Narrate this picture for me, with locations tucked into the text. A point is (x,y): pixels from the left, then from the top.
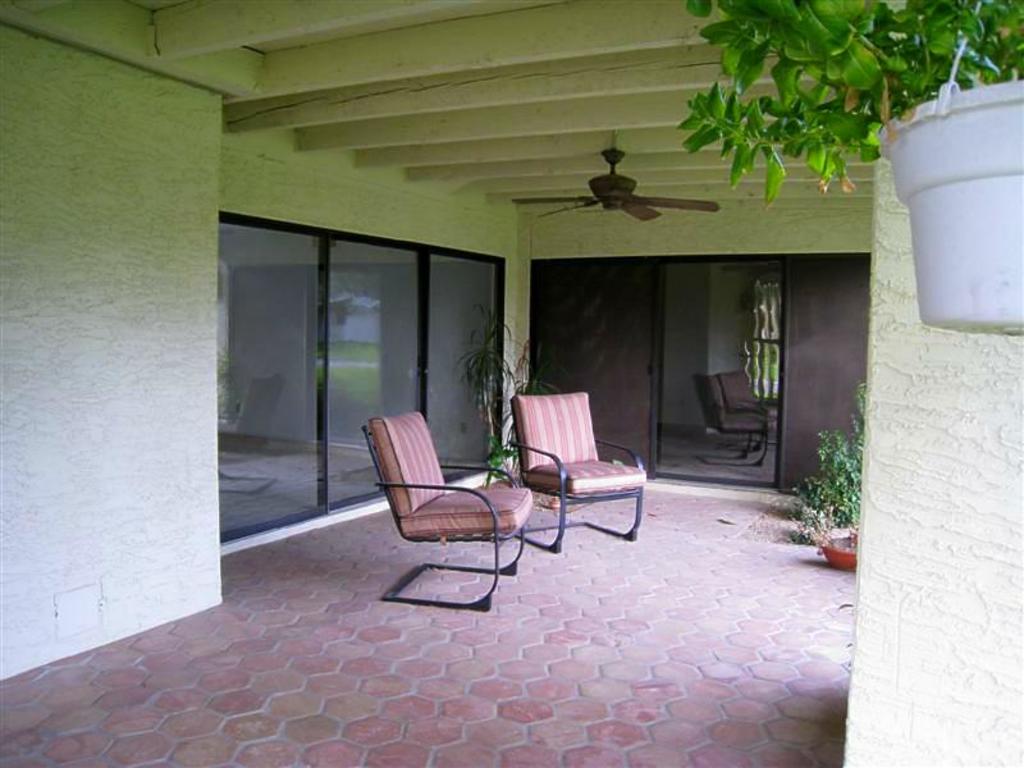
In the picture we can see a house (323,455) outside it, we can see a shed (567,189) under it we can see two chairs (637,480), and some plants (813,537) near it on the path (766,505) and to the ceiling (586,188) we can see a fan (555,200) and to the walls (199,225) we can see a glass window (443,431).
